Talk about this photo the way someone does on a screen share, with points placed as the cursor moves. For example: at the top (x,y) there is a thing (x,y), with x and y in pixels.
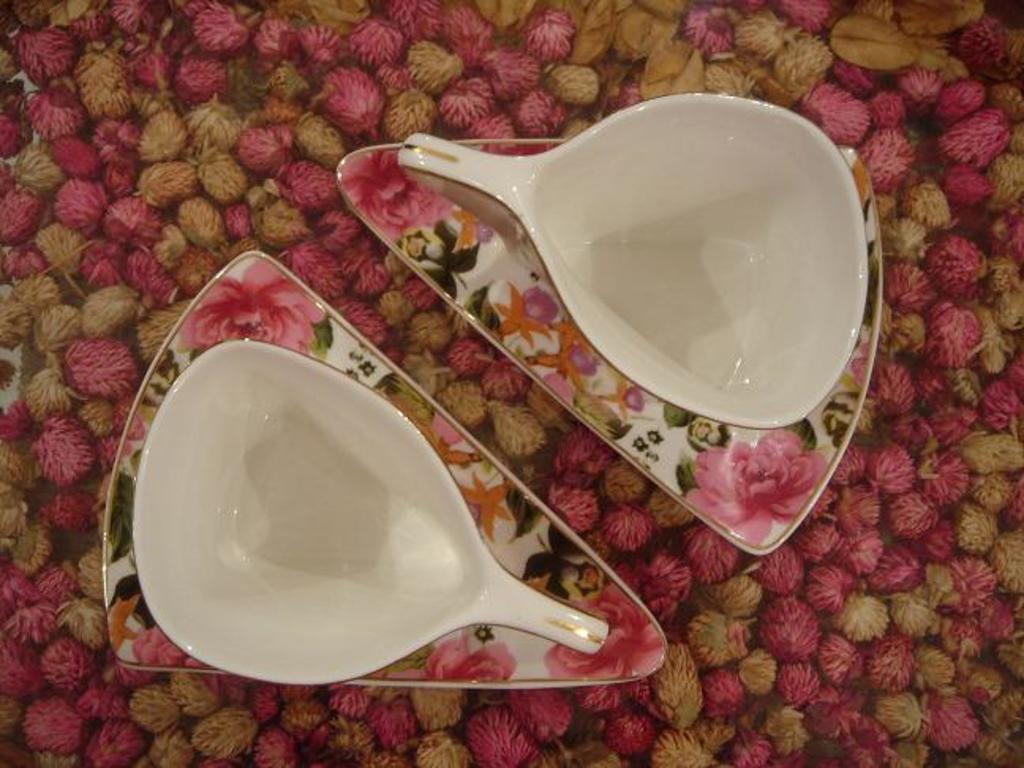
In the picture we can see a table (782,647) which is painted with some flower buds (343,116) which are red and yellow in color and on it we can see a two plates (248,281) which are in a shape of a quarter and on it we can see two bowls (266,416) which are white in color with a handle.
